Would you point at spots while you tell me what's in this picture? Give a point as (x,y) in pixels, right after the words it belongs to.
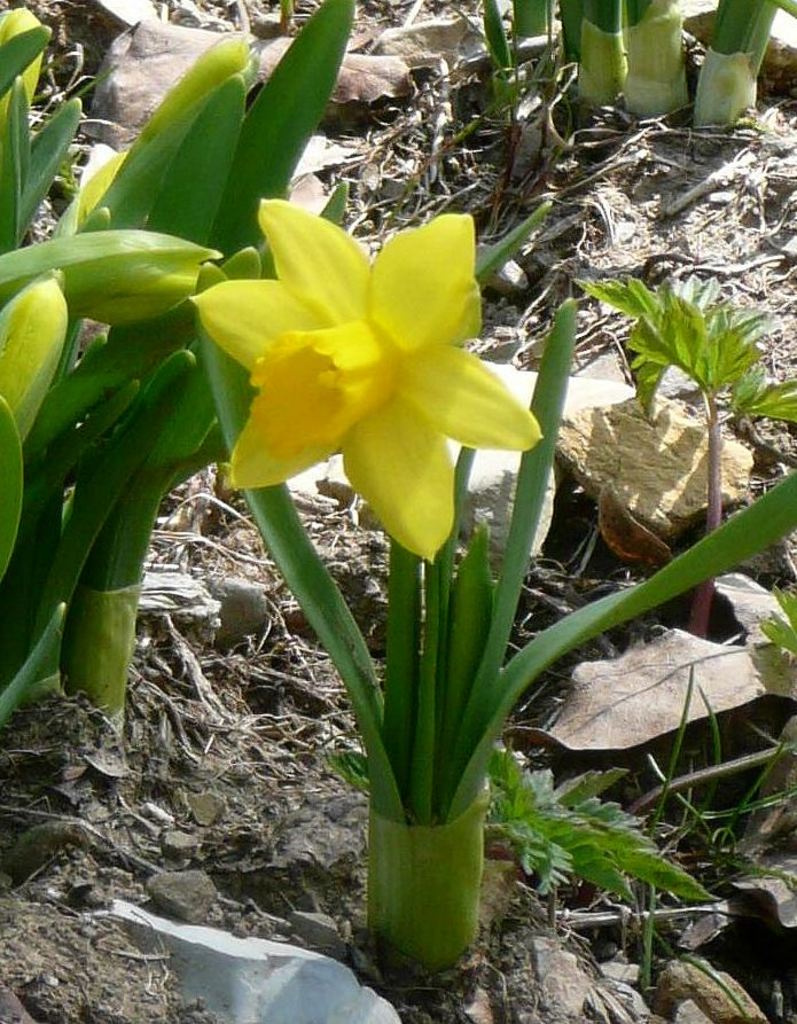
In this image on the ground (570,768) there are many flower plants (368,347). Here there is a yellow flower (393,361). On the ground (577,761) there are dried leaves (629,714).
